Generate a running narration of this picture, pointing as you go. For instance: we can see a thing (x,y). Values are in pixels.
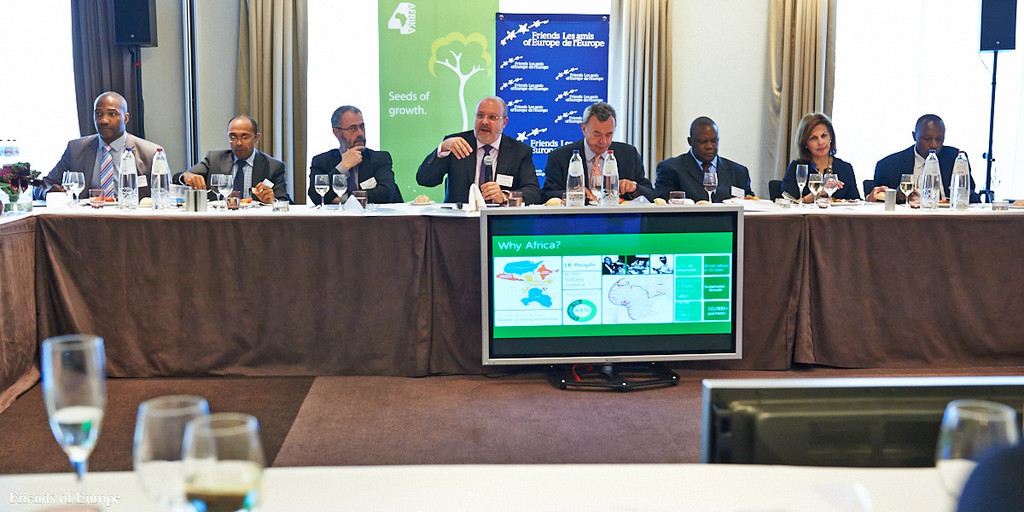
In this image, there are a few people (602,133). We can see a table (390,222) covered with a cloth (252,242) and some objects (227,193) like bottles (129,188), glasses (227,193). We can see some screens (841,416). We can also see the ground (419,387). We can see some text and glasses (207,438) on the bottom left corner (203,452). There are a few stands (990,162). We can also see the wall (535,13) with some curtains (643,29). There are a few boards (598,23) with text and images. We can also see a glass (964,486) and an object (995,471) on the bottom right corner (1002,488).
